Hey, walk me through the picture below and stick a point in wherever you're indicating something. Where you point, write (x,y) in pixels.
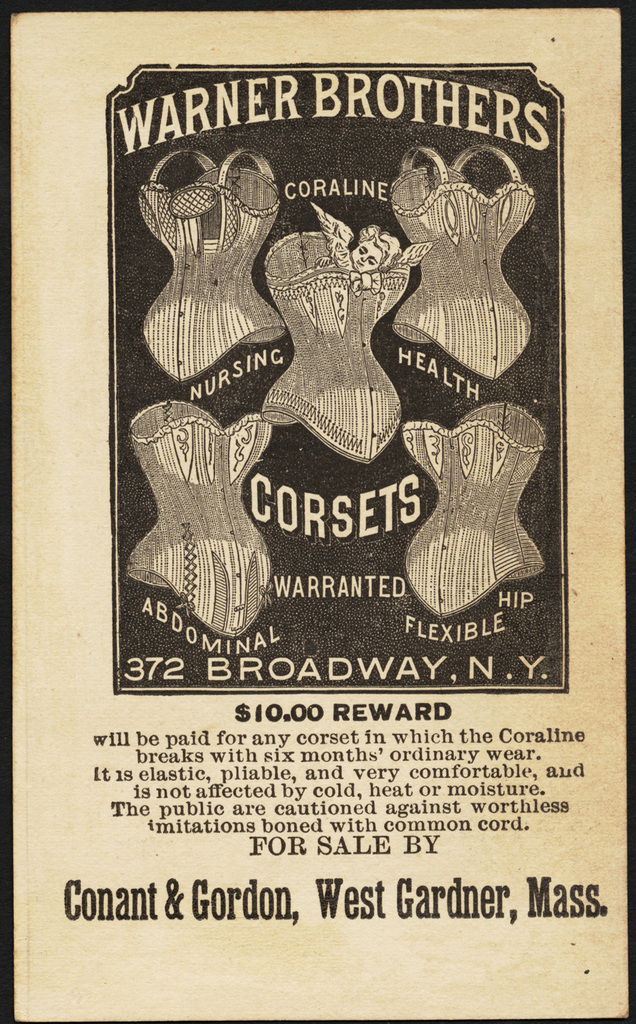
In the center of the image (298,546) we can see one poster (199,396). On the poster (390,483), we can see some objects (206,485) and some text (392,492). And we can see the black color border (567,4) around the image.
